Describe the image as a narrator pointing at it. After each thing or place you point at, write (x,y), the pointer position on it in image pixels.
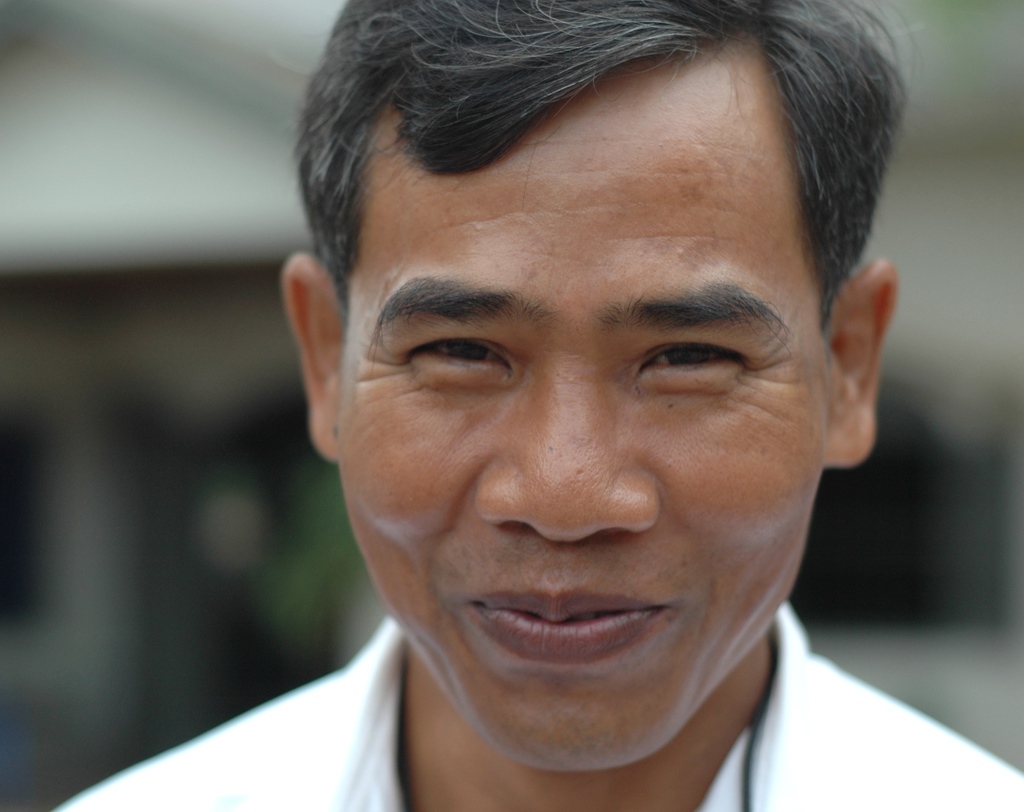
A person (680,449) is smiling and wearing a white t shirt (834,769).
